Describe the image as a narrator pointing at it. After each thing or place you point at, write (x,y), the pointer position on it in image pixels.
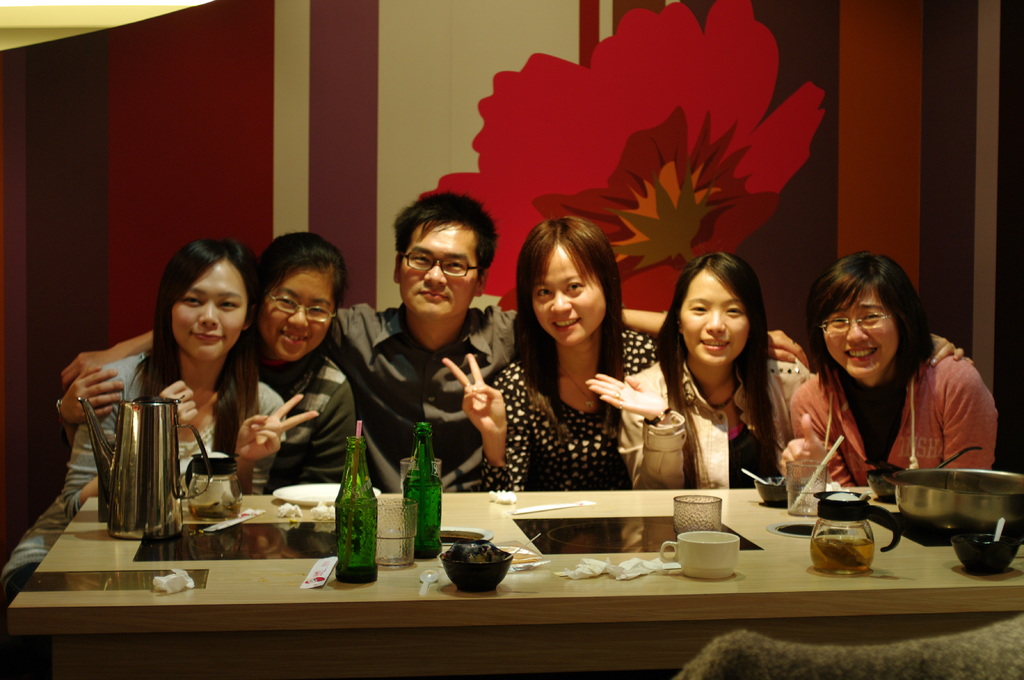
In this image I can see a man (475,350) and few women (308,278) are sitting. I can see smile on few faces (204,336) and few of them are wearing specs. Here on this table (702,639) I can see cups (394,560), bottles (365,565) and napkins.
